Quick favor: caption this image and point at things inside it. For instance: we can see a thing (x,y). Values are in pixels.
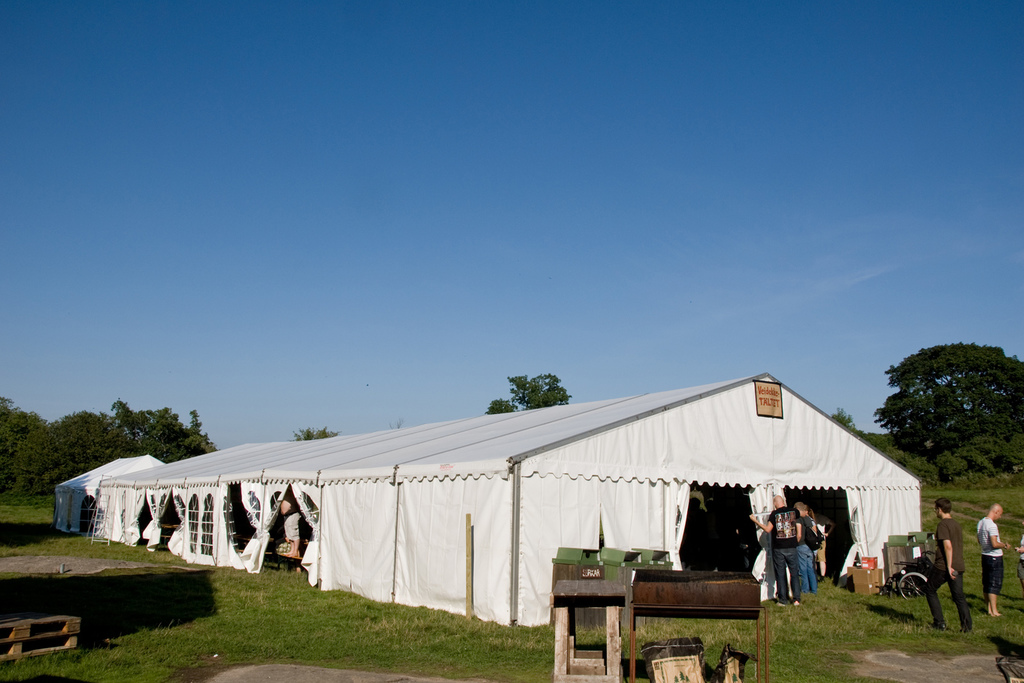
In this picture there are tents (659,518) and there are group of people (993,515) standing and there is a person (934,600) walking. There is a text (761,404) on the tent (729,409) and there are trees (910,405). In the foreground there is a table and there are objects (689,617) and there are cardboard boxes (863,571) and there are dustbins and there is a wheel chair (910,569) at the tent (899,510). At the top (584,121) there is sky (495,213). At the bottom (317,616) there is grass (331,619) and there is ground (856,666).
